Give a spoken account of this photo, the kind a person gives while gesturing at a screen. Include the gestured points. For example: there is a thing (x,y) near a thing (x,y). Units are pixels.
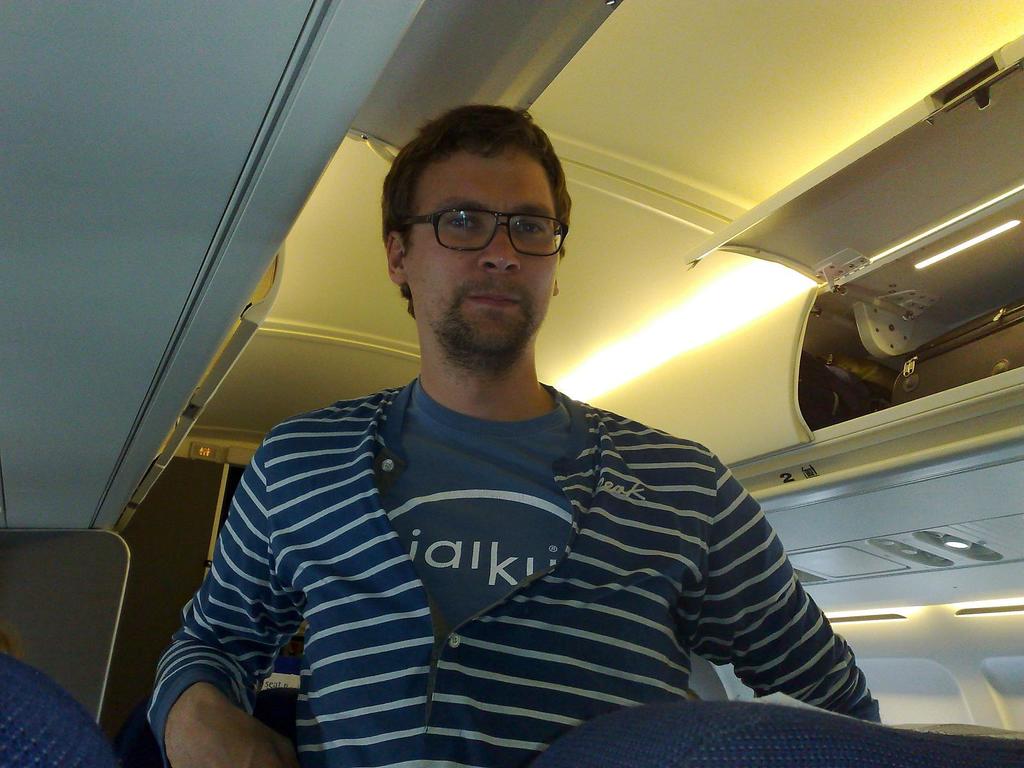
In this image, we can see a person (459,608) watching and wore glasses (482,230). He is standing. It is an inside of the vehicle (48,715). Here we can see door (790,332), light (565,373), luggage (818,354), handle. At the bottom (970,741), we can see seats (1013,754).
